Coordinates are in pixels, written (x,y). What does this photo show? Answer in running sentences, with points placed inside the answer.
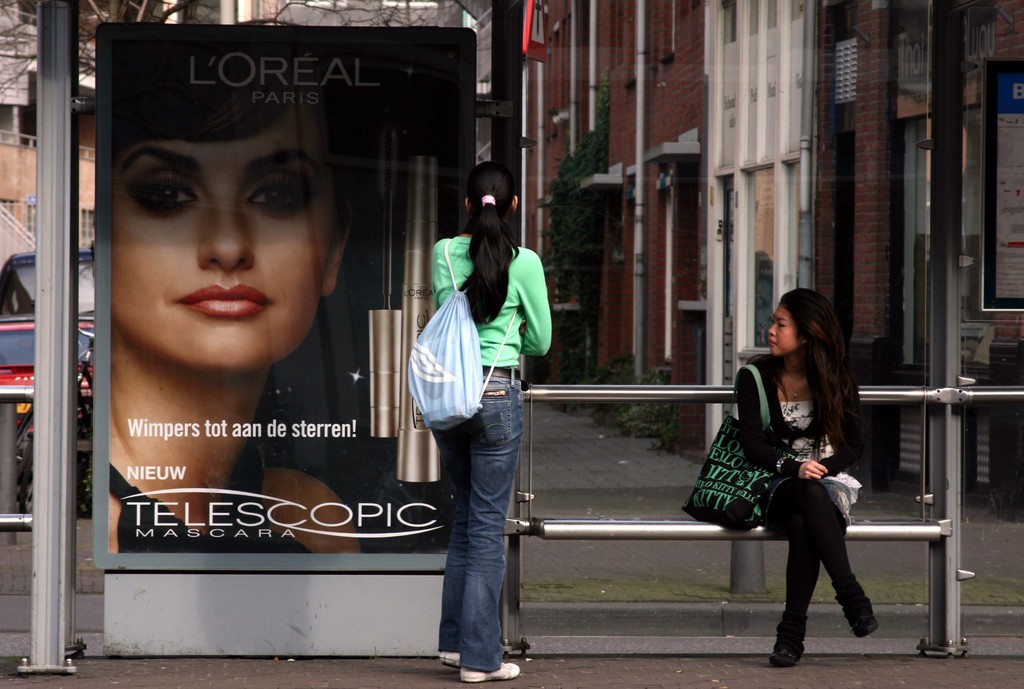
In this image, I can see the woman (773,341) sitting on the bench (756,528). Here is another woman (502,501) standing. She wore a backpack bag (437,418). This looks like a poster (372,385). Here is a pole (44,537). In the background (581,37), these are the buildings (920,204) with windows (765,134). This looks like a tree (587,222).
